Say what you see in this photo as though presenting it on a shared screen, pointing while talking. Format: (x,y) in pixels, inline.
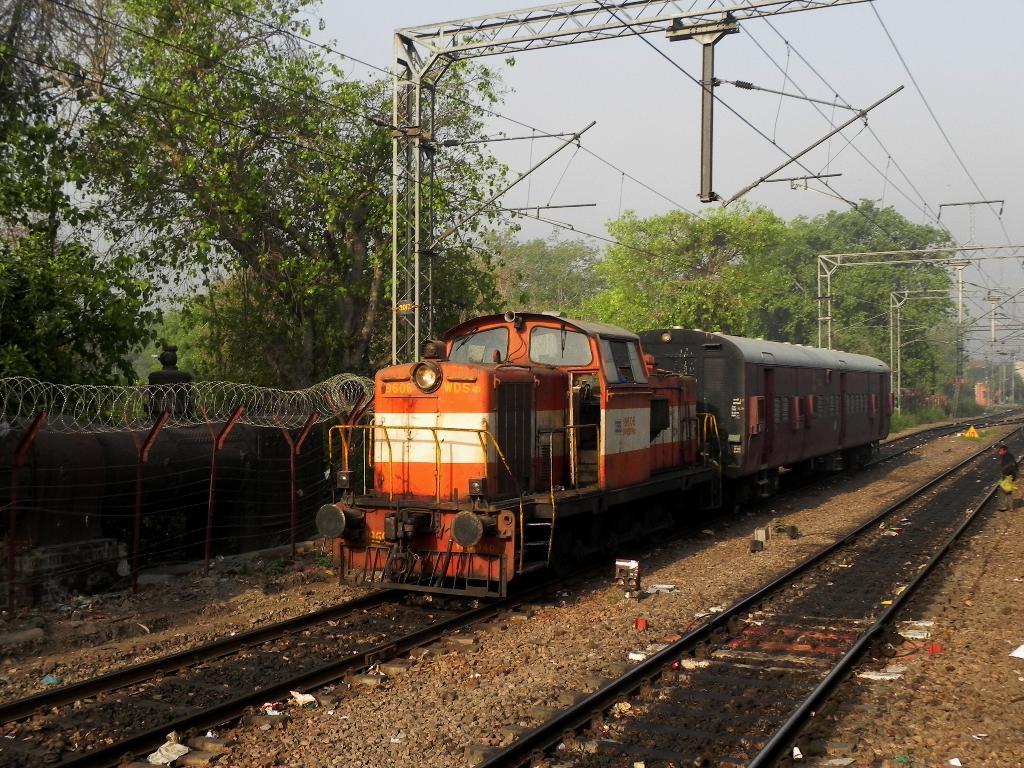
In this image there is a train (695,475) moving on the railway track (402,642) and there is a person (1002,476), there is a fence (182,509), there are poles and trees (621,289) and there are wires (741,119) and the sky (626,128) is cloudy.
